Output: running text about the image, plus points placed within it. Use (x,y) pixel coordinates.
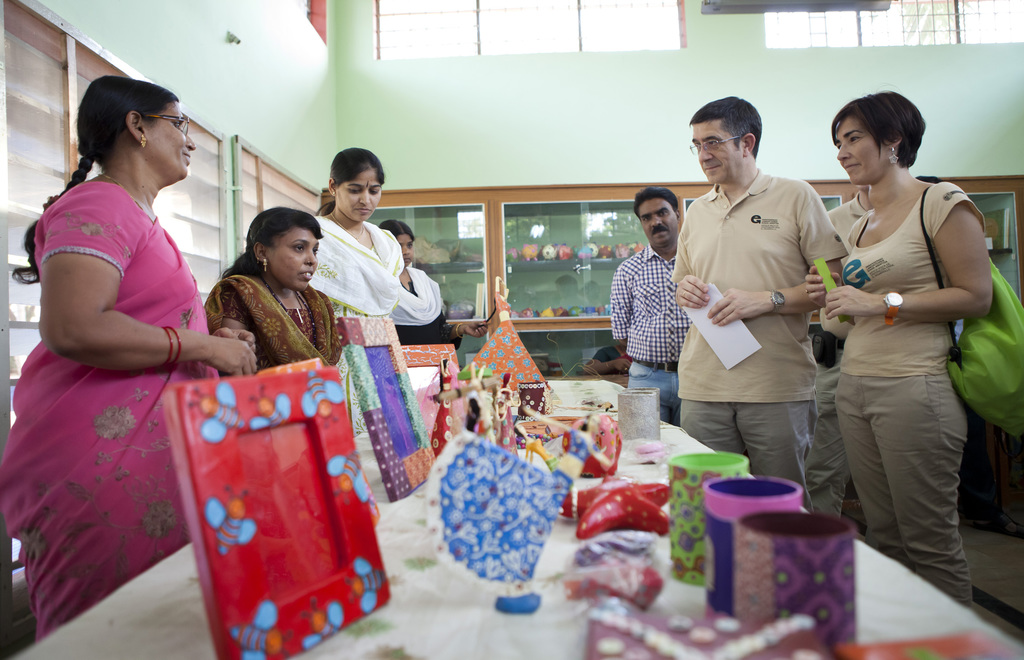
In this picture we can see few people (617,299), in front of them we can see few cups (674,503), frames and other things (596,449) on the table (687,600), on the right side of the image (864,239) we can see a woman (927,203), she is carrying a bag (971,325), in the background (550,254) we can see few toys (567,255) in the racks (557,240).
